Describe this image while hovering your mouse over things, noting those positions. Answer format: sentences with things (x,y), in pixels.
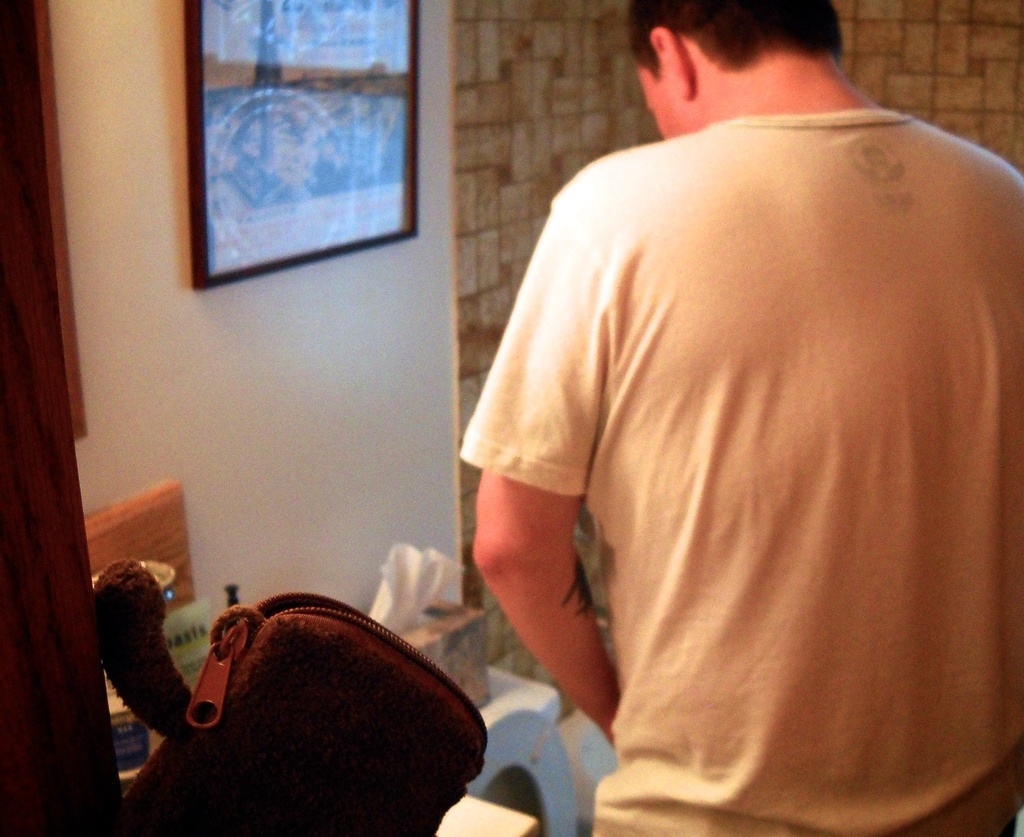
In this picture we can see a person (678,817) turn around and standing in front of a commode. Here we can see tissues (468,638), a bag (345,638) & a photo frame (194,217).
